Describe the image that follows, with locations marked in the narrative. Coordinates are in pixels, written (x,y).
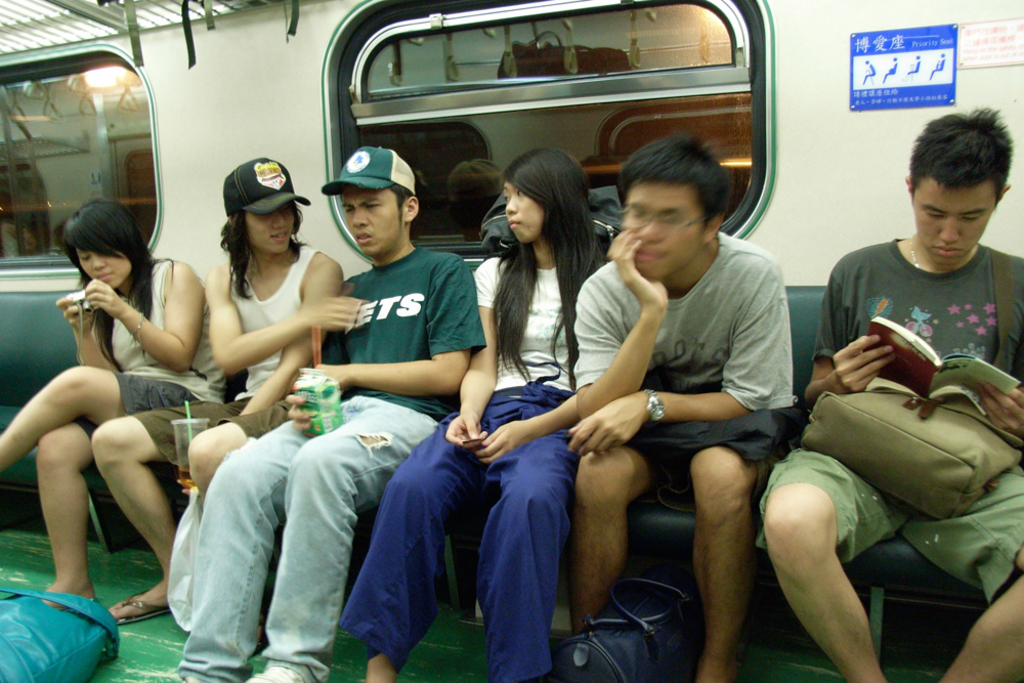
In this image we can see these people (394,444) are sitting on the seats (7,356) inside a metro train (597,81). In the background (695,57), we can see glass windows (667,40). This person (887,511) is holding a book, this person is holding a cup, this person (298,460) is holding a tin (328,425) and this person (138,318) is holding a camera (79,309) and here we can see bags (31,654) are kept on the floor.
